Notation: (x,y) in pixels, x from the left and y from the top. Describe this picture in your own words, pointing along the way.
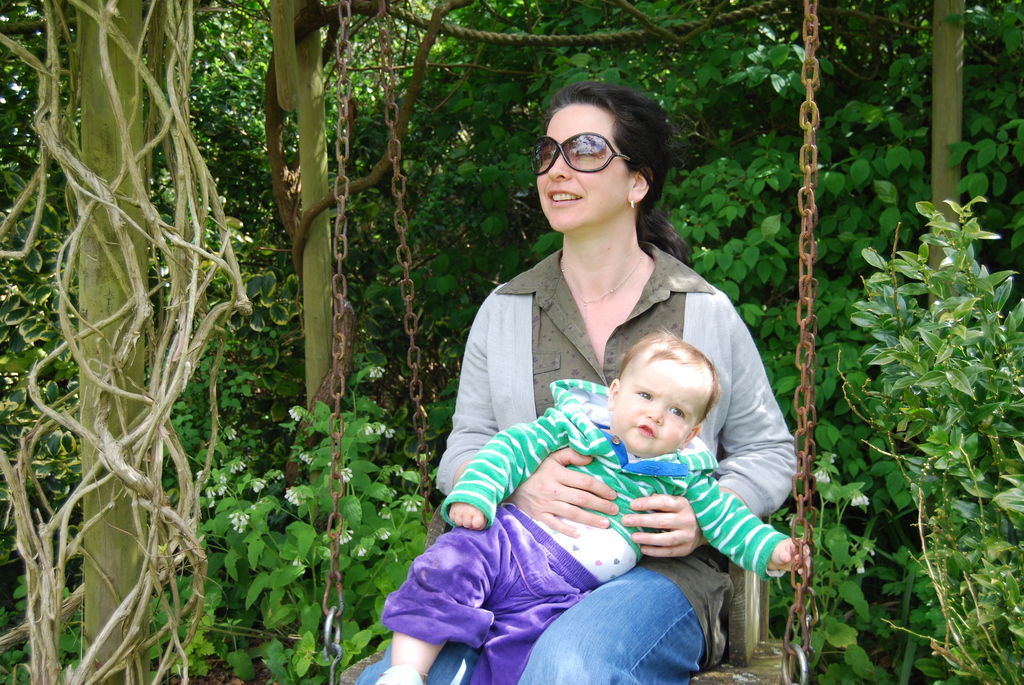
In this picture we can see a woman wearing goggles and holding a baby (555,557) in her hands (552,486). This woman (584,496) is visible on the swing (790,683). We can see a few chains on this swing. There are some wooden objects (128,6) and plants (671,88) are visible in the background (919,398).
